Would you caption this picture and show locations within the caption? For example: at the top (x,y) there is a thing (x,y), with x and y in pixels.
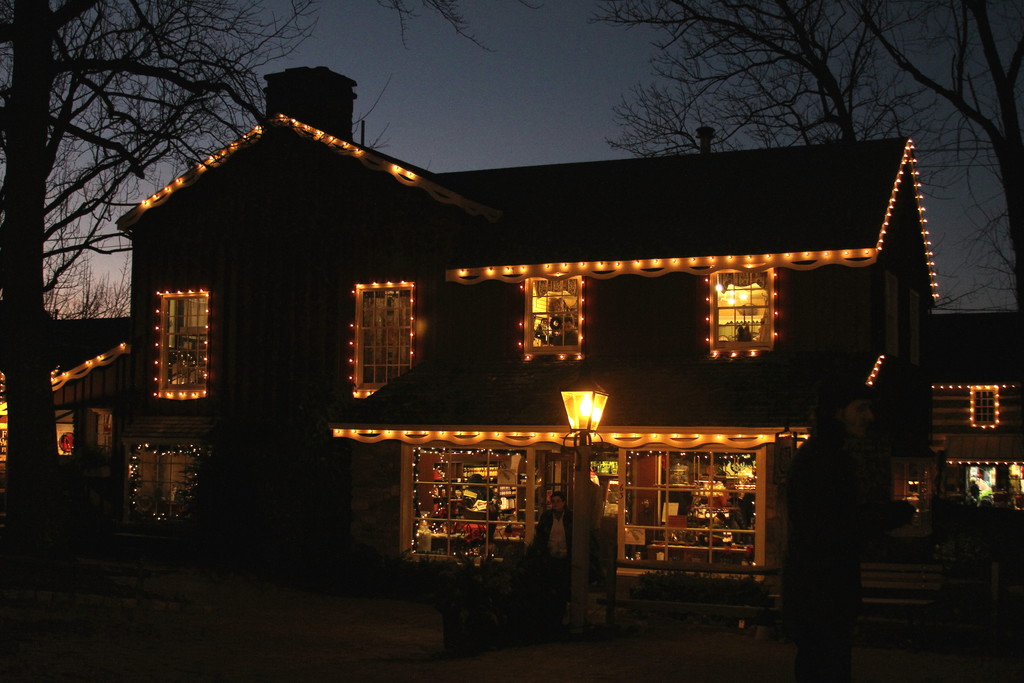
This image consists of a house (661,463) and we can see many lights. On the left (122,134) and right, there are trees (10,76). At the top (519,21), there is sky (519,59). In the front (555,592), we can see a person (564,567).
